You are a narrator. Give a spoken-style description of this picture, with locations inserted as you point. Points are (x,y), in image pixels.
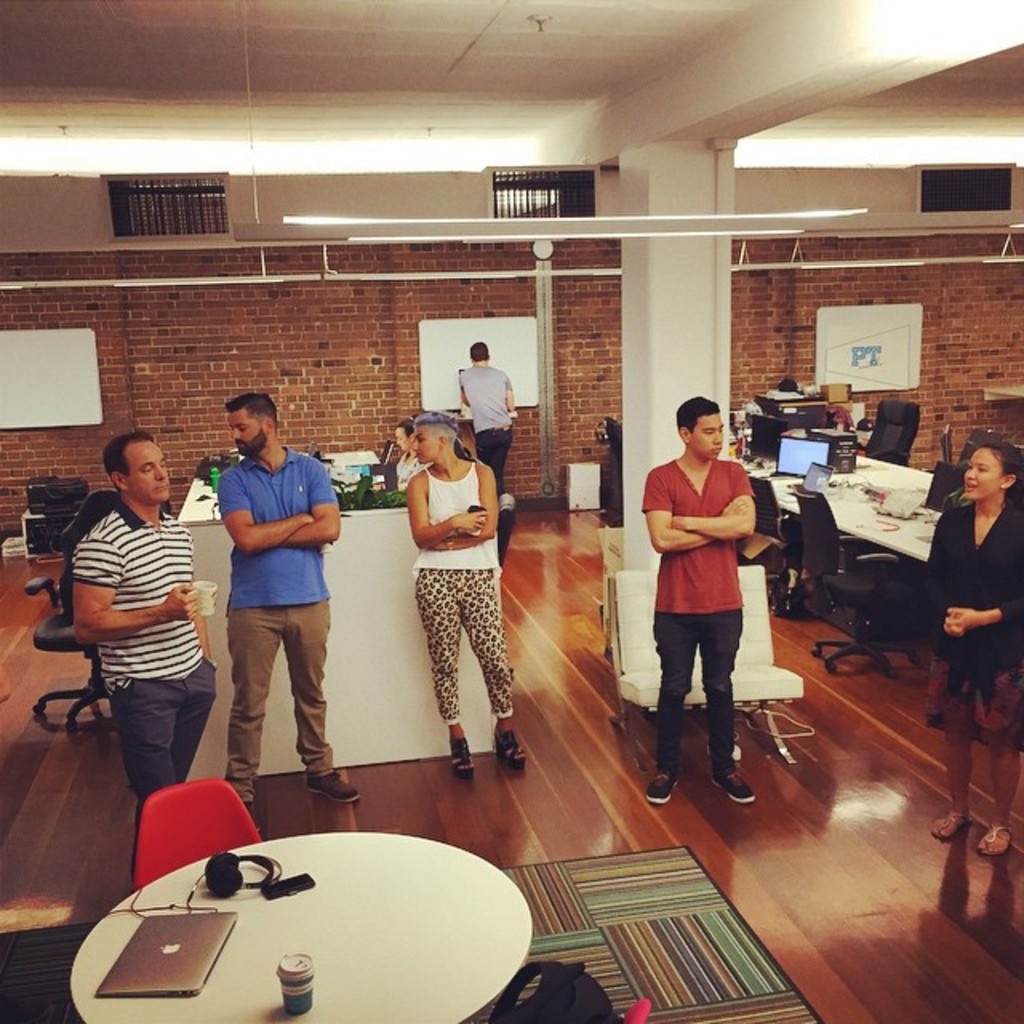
In the image we can see there are people (495,560) who are standing and a man (172,662) is holding coffee mug (202,600) in his hand (189,598) and on table (419,915) there is laptop (143,955), headphones (236,864) and mobile phone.
